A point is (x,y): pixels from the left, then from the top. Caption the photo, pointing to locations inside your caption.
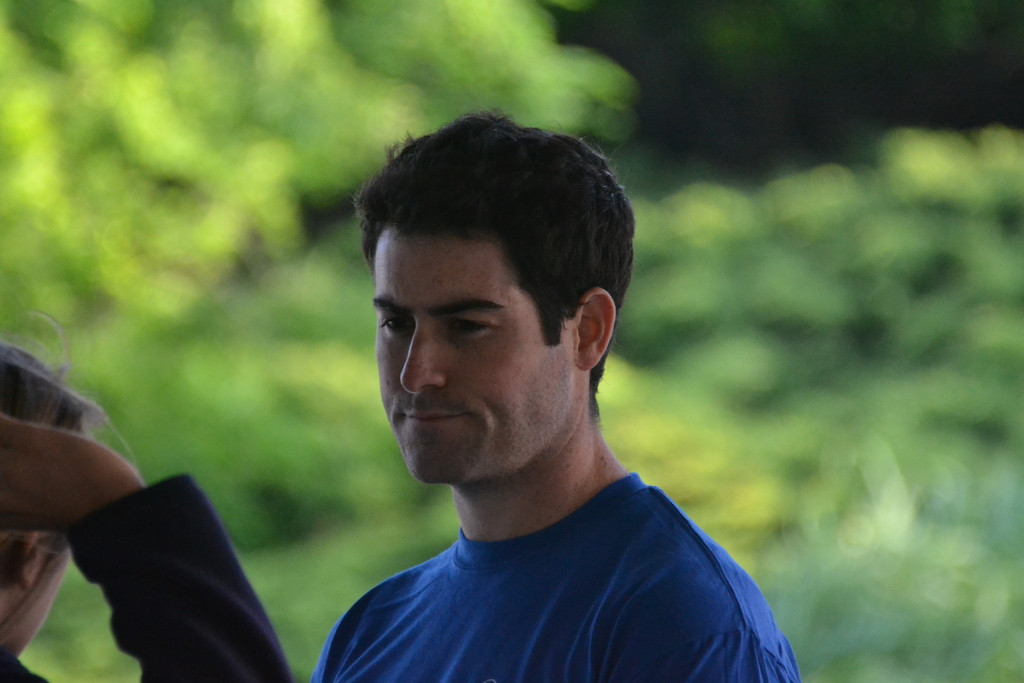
In this image at front (39,584) there are two persons (155,639) and at the background (672,399) there are trees (330,208).
